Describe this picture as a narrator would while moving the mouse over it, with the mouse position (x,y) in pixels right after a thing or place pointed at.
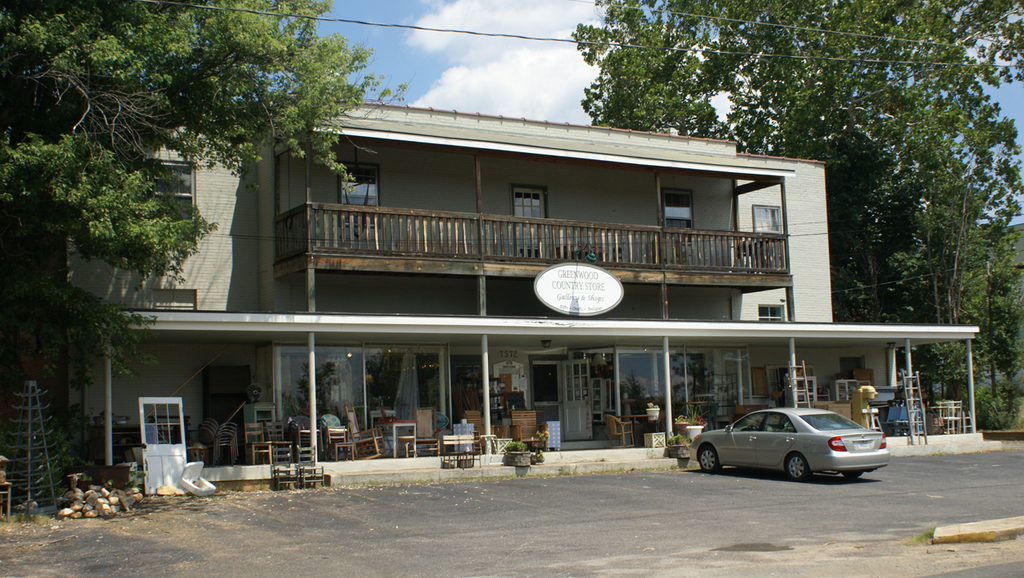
This picture is clicked outside. On the right (814,469) there is a car (762,435) parked on the ground (744,473). In the center (658,198) we can see the house (497,180) and we can see a deck rail (348,248), pillars (485,356), chairs (428,412) and many other objects (176,453). In the background (506,102) there is a sky (464,24) and we can see the cables (384,24) and trees (954,37).
